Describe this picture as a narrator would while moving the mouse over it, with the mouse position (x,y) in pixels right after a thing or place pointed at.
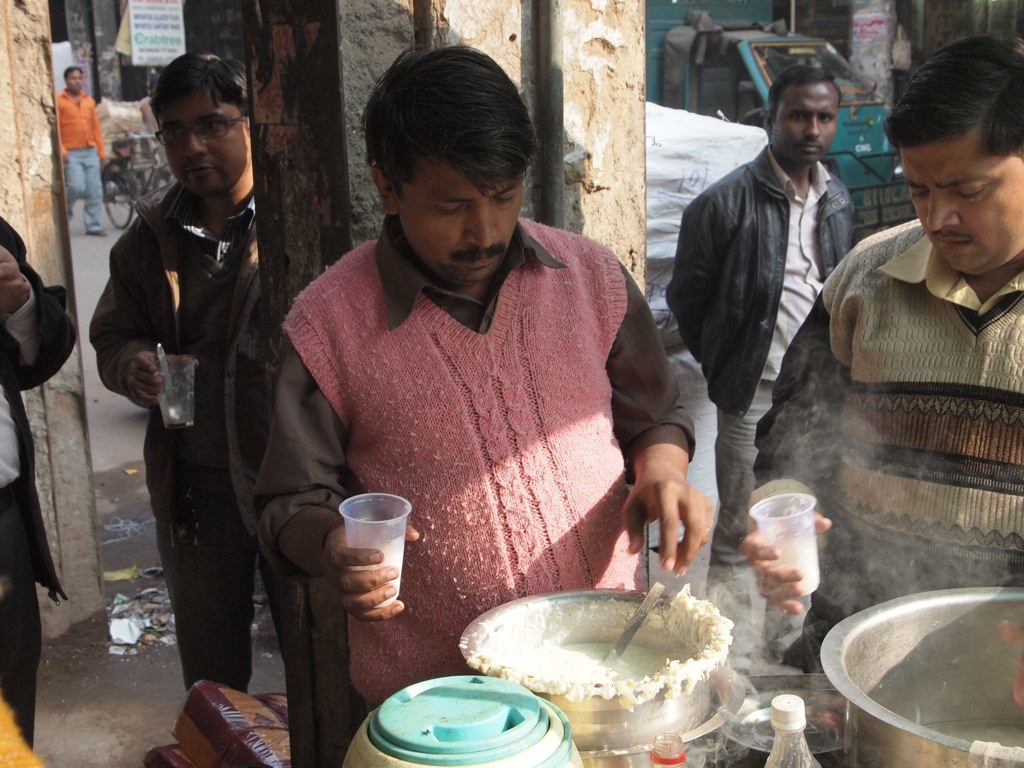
In this image we can see few people (557,334). Some are holding glasses (758,527). At the bottom (845,672) there are vessels (714,675) and bottles (795,746). Inside the vessel (611,624) there is a food item (561,667). In the back (307,95) there are pillars (515,56), vehicles (758,77). Also there is a poster (161,48) with something written.
